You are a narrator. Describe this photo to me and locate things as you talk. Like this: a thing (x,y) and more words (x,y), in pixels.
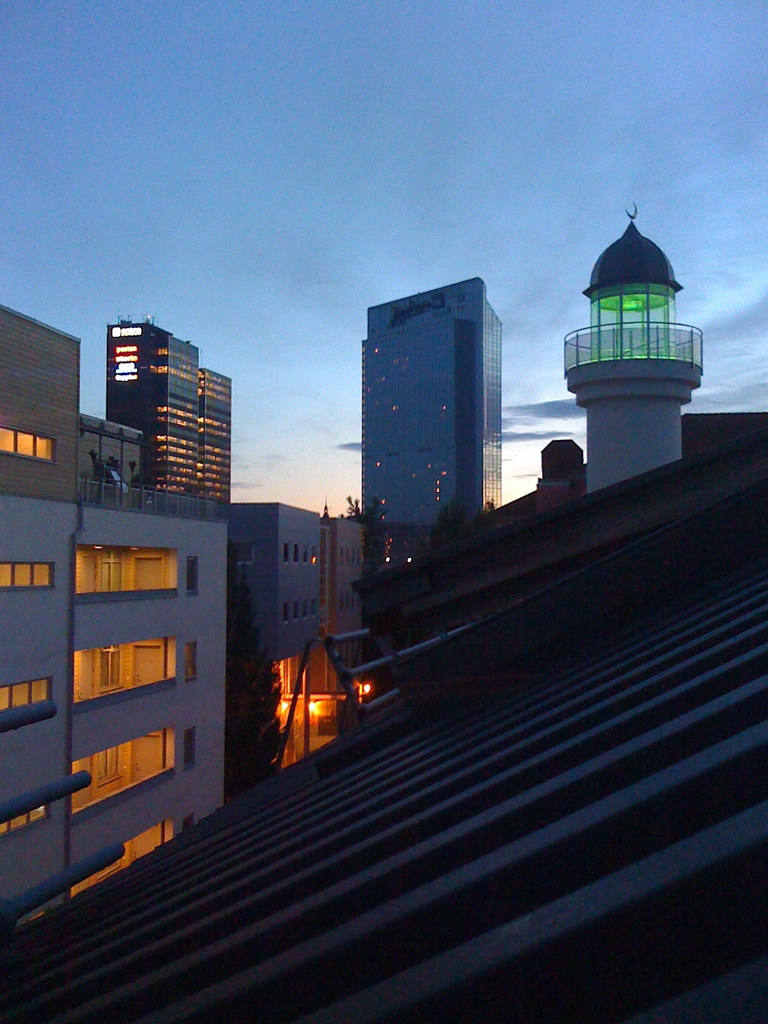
In this picture we can see buildings (428,472), rooftop (527,691) and lights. In the background of the image (548,145) we can see the sky (519,181).
